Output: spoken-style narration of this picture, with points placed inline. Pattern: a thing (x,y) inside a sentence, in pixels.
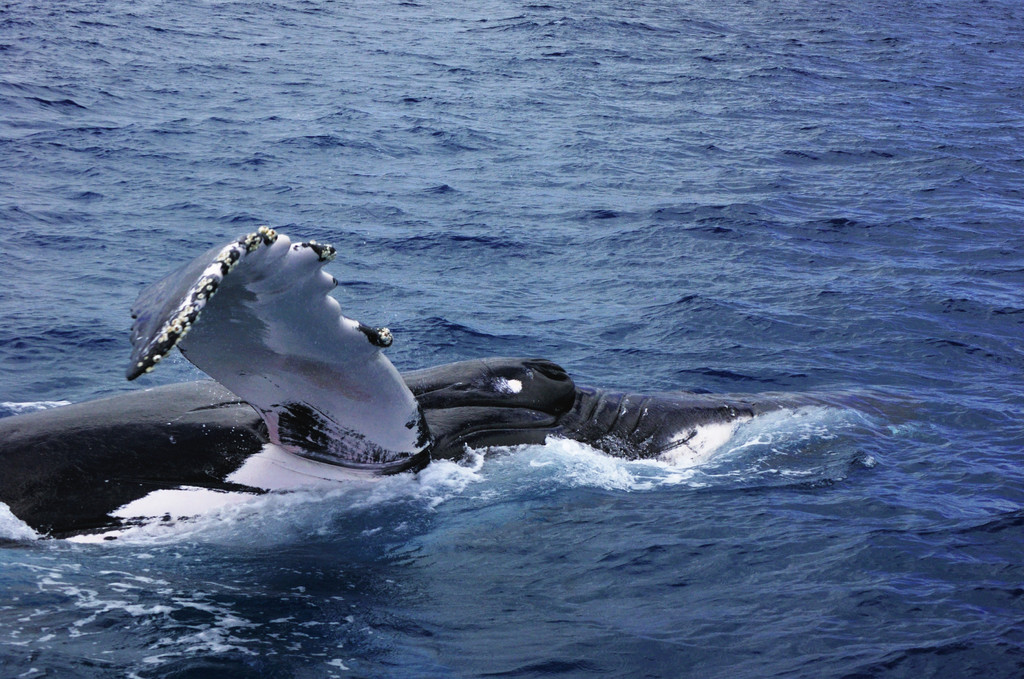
In the center of the image (459,418) we can see one whale (424,436) in the water (605,315). In the background (461,357) we can see water (440,301).
